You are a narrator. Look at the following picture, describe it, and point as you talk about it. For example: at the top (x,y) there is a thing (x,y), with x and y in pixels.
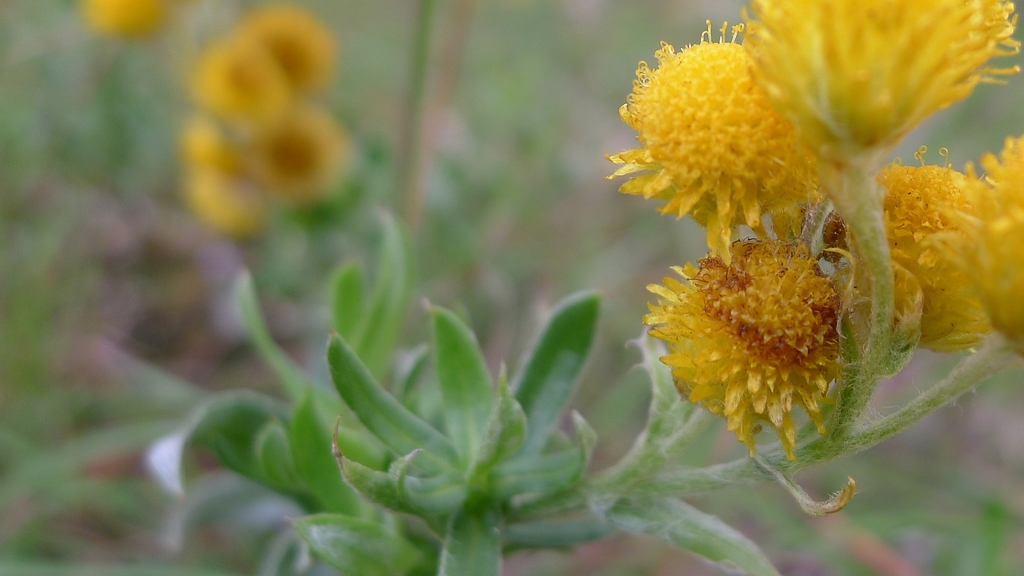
In this image we can see there are plants (660,180) with yellow colored flowers (786,158).
